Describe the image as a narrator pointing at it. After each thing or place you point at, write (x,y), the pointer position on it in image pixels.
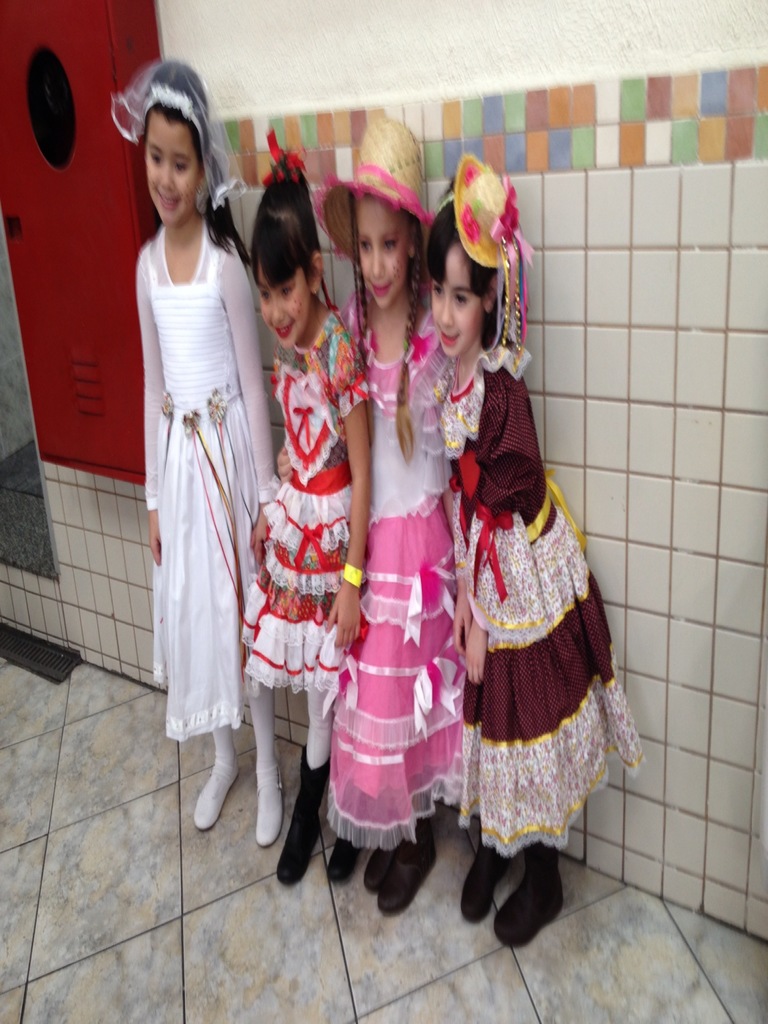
In this picture we can see 4 girls (495,726) in different costumes (326,509), standing and looking at someone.
